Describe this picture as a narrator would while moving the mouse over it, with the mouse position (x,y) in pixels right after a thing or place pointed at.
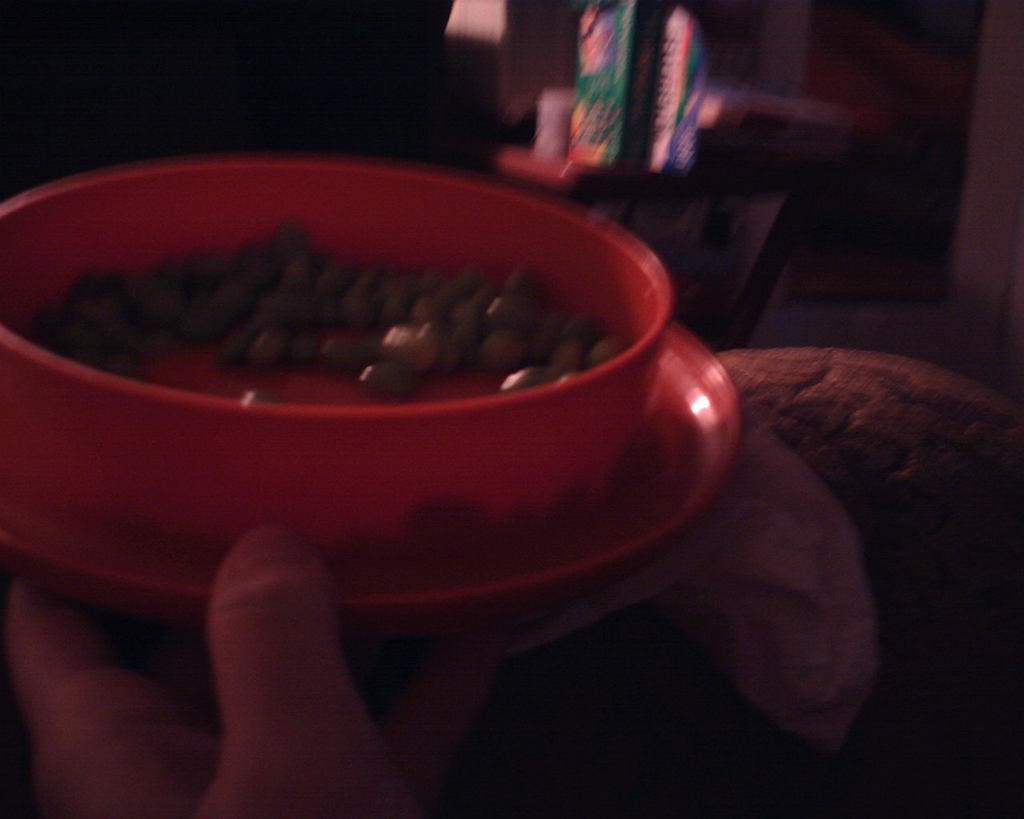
This picture shows a bowl (472,487) in the plate (590,567) with some food (393,298) and we see a human hand (308,774) holding it.
